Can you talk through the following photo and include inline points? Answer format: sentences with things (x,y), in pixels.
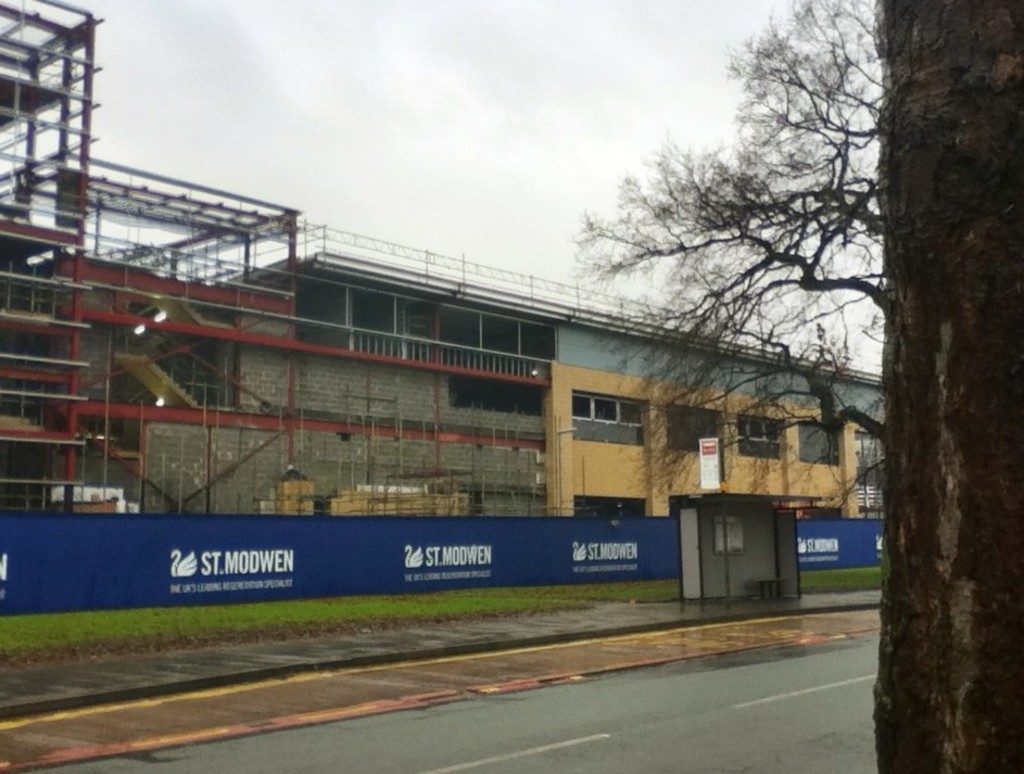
This picture is clicked outside the city (365,476). At the bottom of the picture (559,700), we see the road (748,714). We see a blue color board (375,562) with some text (282,555) written on it. Behind that, there are buildings (554,430). On the right side (687,582), we see a bus stop (703,546). On the right corner of the picture (821,244), we see a tree (915,190). At the top of the picture (472,83), we see the sky (432,121).
